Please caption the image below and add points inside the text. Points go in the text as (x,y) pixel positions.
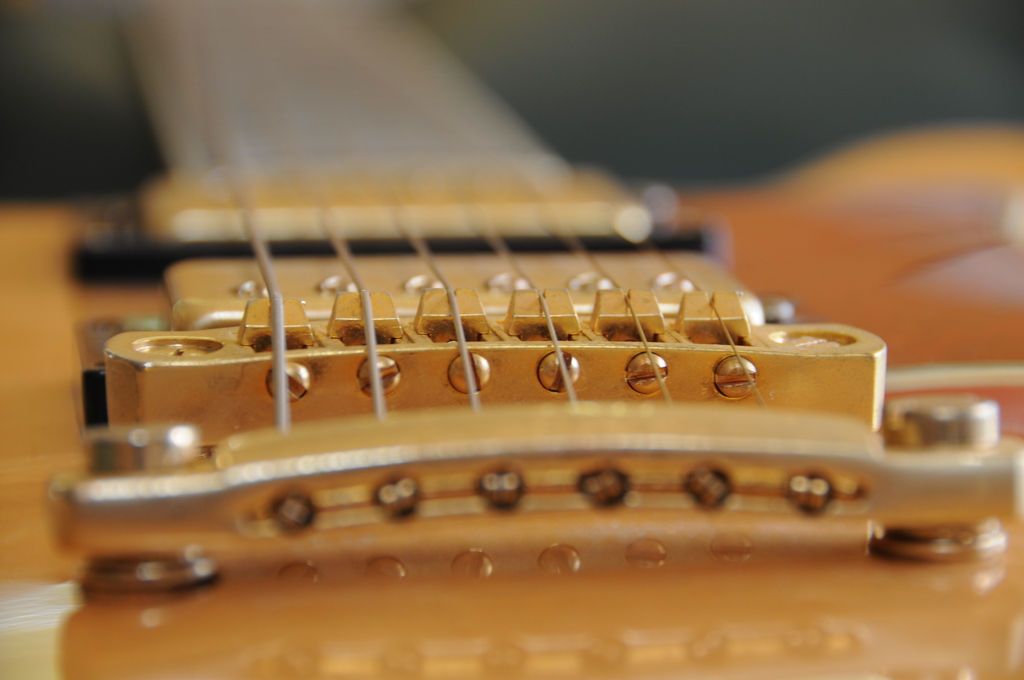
In the image in the center (589,250) we can see the guitar strings (465,350).
